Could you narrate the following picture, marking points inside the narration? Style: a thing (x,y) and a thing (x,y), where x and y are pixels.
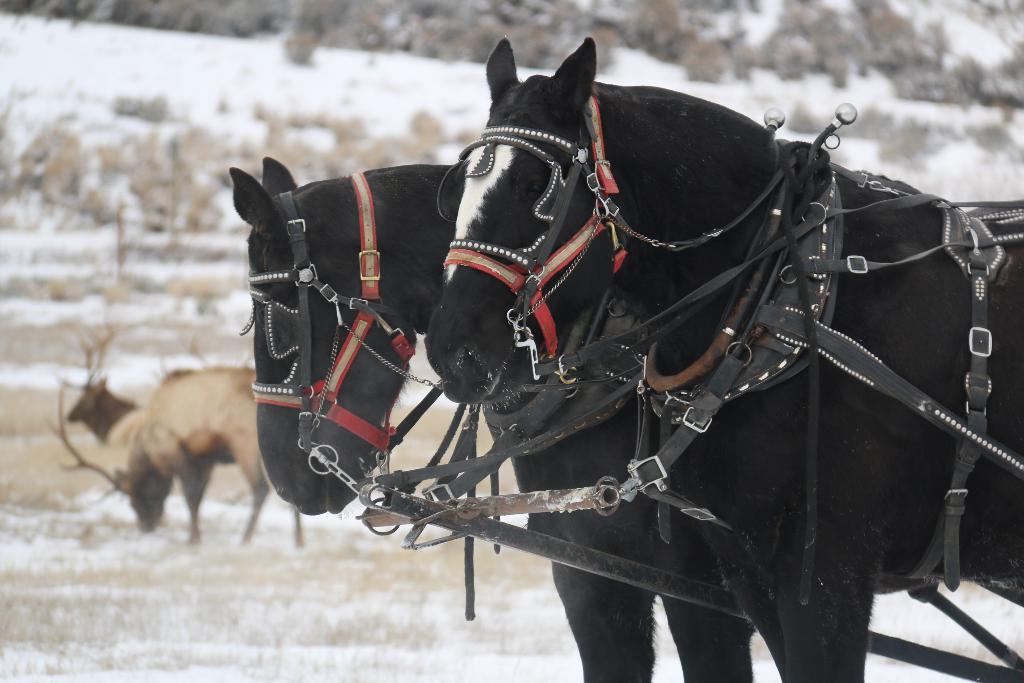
In the center of the image (510,362) we can see two horses (722,419). And we can see belts (630,344) are attached to the horses (591,329). In the background (188,407), we can see snow (231,254), animals (164,420) and a few other objects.
